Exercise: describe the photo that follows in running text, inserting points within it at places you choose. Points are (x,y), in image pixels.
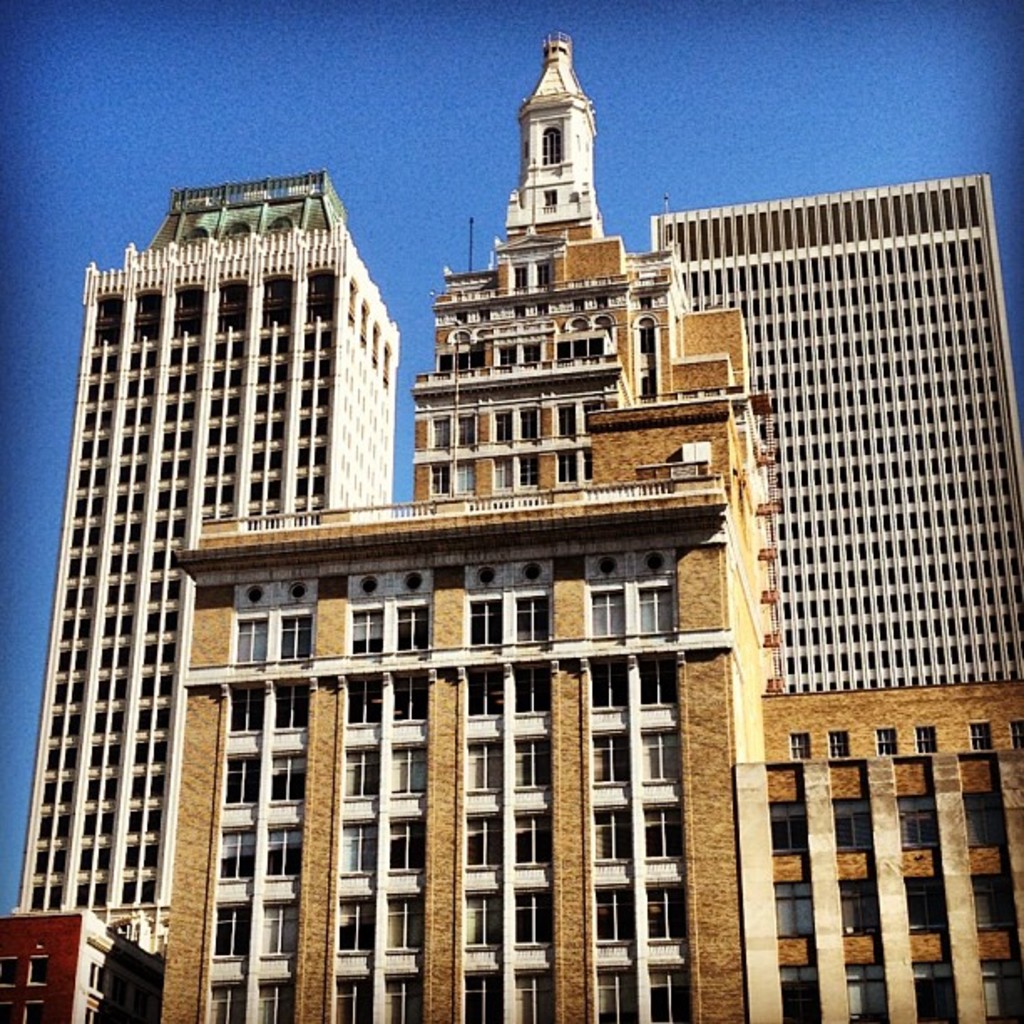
This image is taken outdoors. In the background (119,164) there is the sky (324,116). In the middle of the image (636,554) there are a few buildings (276,473) with walls (919,851), windows (873,998), doors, railings (370,515), balconies (615,492) and roofs (220,215).
